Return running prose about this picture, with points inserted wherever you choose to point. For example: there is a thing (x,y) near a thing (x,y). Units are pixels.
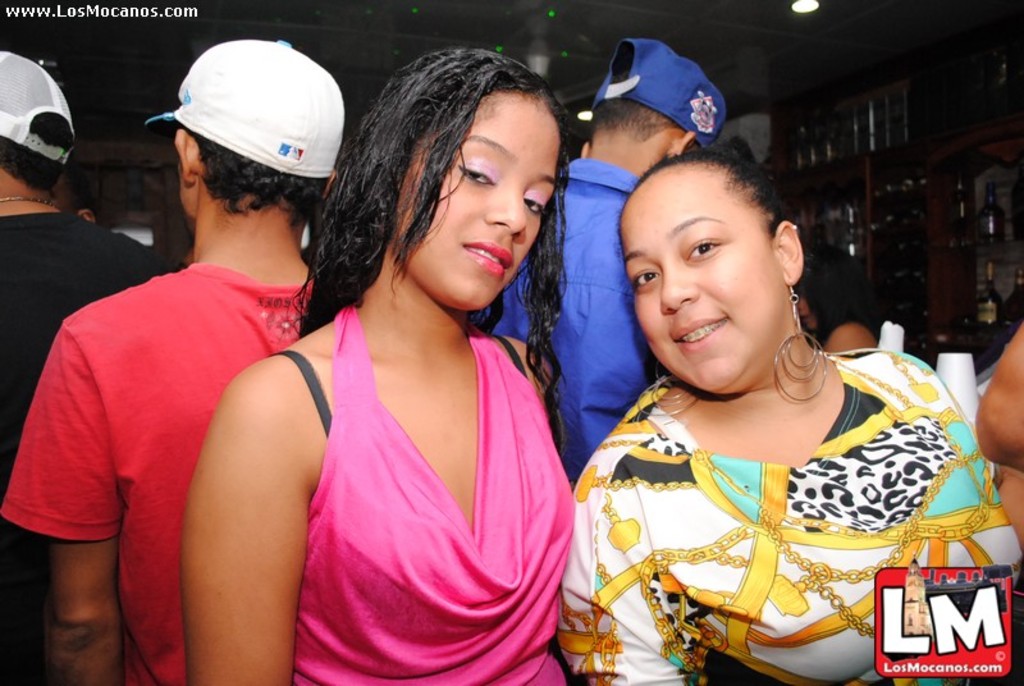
In the picture we can see two women (381,290) are standing together, one woman (357,635) is with pink dress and one woman (824,570) is with long earrings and behind them, we can see three men (148,432) with T-shirts (120,404) and caps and beside them, we can see racks (889,302) with wine bottles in it and to the ceiling (743,69) we can see the light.
